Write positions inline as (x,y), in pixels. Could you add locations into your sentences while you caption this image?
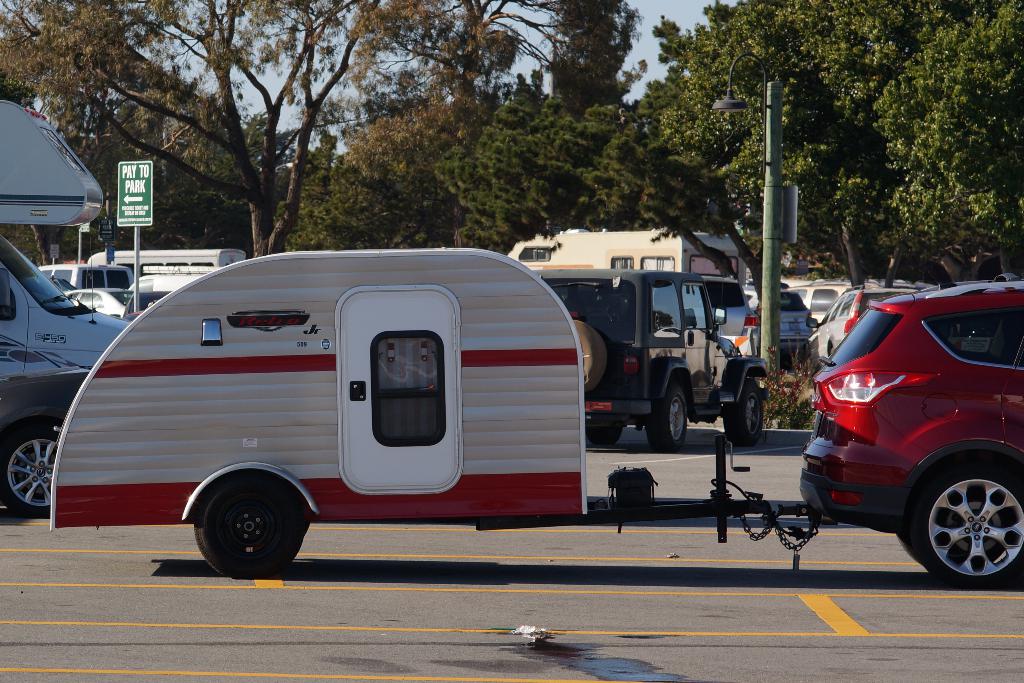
In this Image I can see few vehicles (269,536), sign boards (133,217), pole (136,233) and trees (657,125). The sky (673,17) is in white and blue color.
